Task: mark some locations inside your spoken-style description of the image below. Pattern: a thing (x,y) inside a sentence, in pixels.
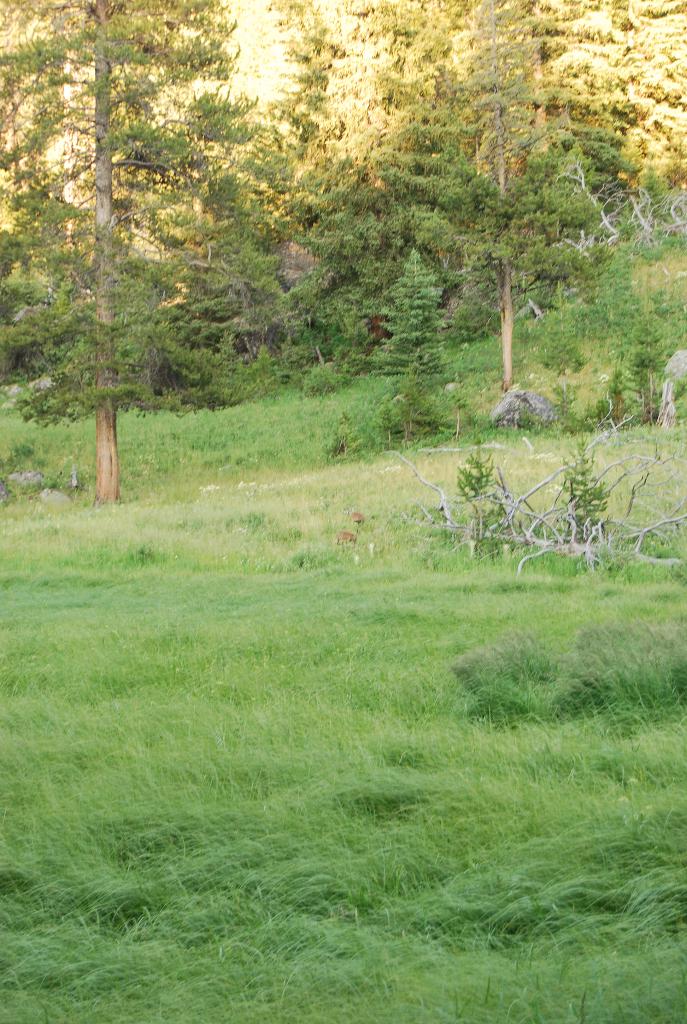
In this image I can see few green trees (200,158) and green grass (502,758).
